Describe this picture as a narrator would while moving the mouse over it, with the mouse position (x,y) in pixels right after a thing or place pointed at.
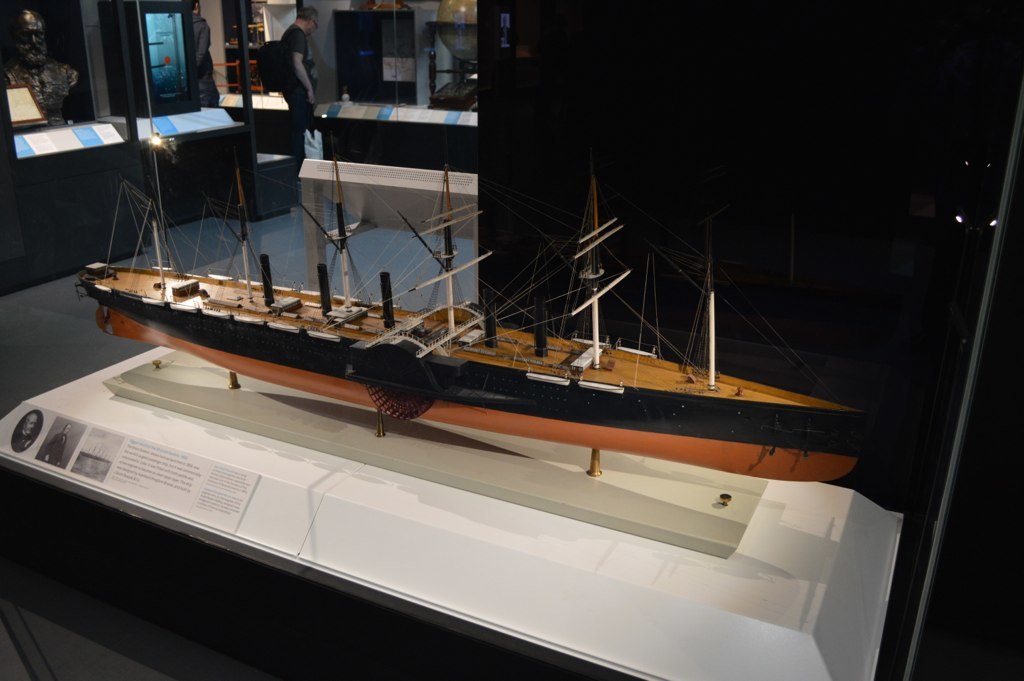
In the image we can see there is a toy of a ship (557,379) kept in the glass box (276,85) and there is a statue of a person (67,69) kept in the glass box (128,98). There are other items (357,44) kept in the glass box (56,35) and there is a man (304,128) standing on the floor (297,264).
